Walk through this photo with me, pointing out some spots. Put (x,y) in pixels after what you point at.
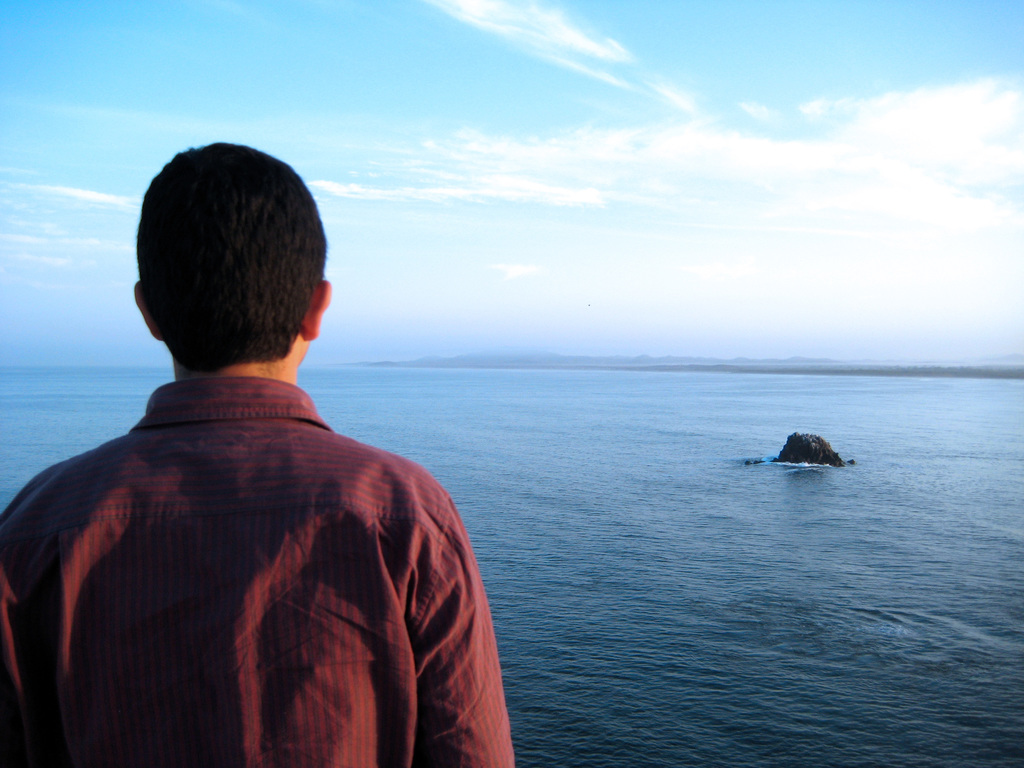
In the picture we can see a person (176,672) standing and he is wearing a shirt (19,513) and in the background (847,706), we can see a water (541,433) which is blue in color and some rock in it and we can also see a sky (945,339) with clouds (590,178).
